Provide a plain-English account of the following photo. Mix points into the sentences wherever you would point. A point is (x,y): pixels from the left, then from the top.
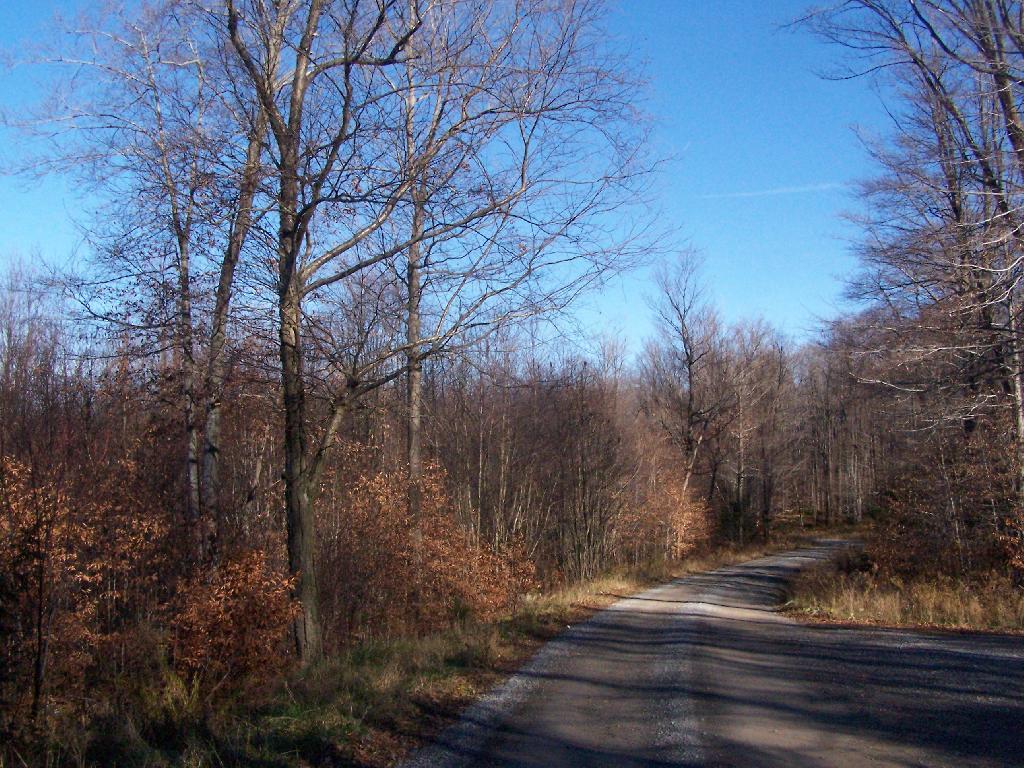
In this picture we can observe a road (671,653). There are some plants (562,614) and trees (630,502) on either sides of this road (602,745). In the background (723,258) we can observe a sky (377,238).
